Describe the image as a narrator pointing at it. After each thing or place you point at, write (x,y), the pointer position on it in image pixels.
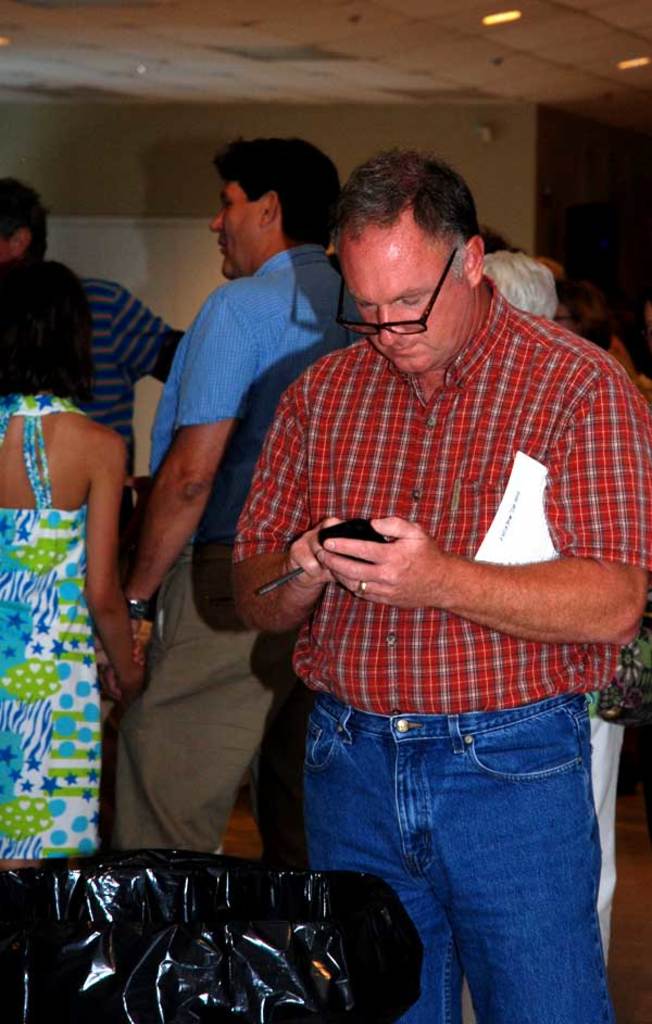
In this image we can see a group of people (459,461) standing on the floor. One person (418,471) is holding a mobile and a pen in his hands (347,542). In the foreground of the image (315,995) we can see a bag (300,1020). In the background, we can see a board (147,272) on the wall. At the top of the image (252,24) we can see lights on the roof (252,24).
